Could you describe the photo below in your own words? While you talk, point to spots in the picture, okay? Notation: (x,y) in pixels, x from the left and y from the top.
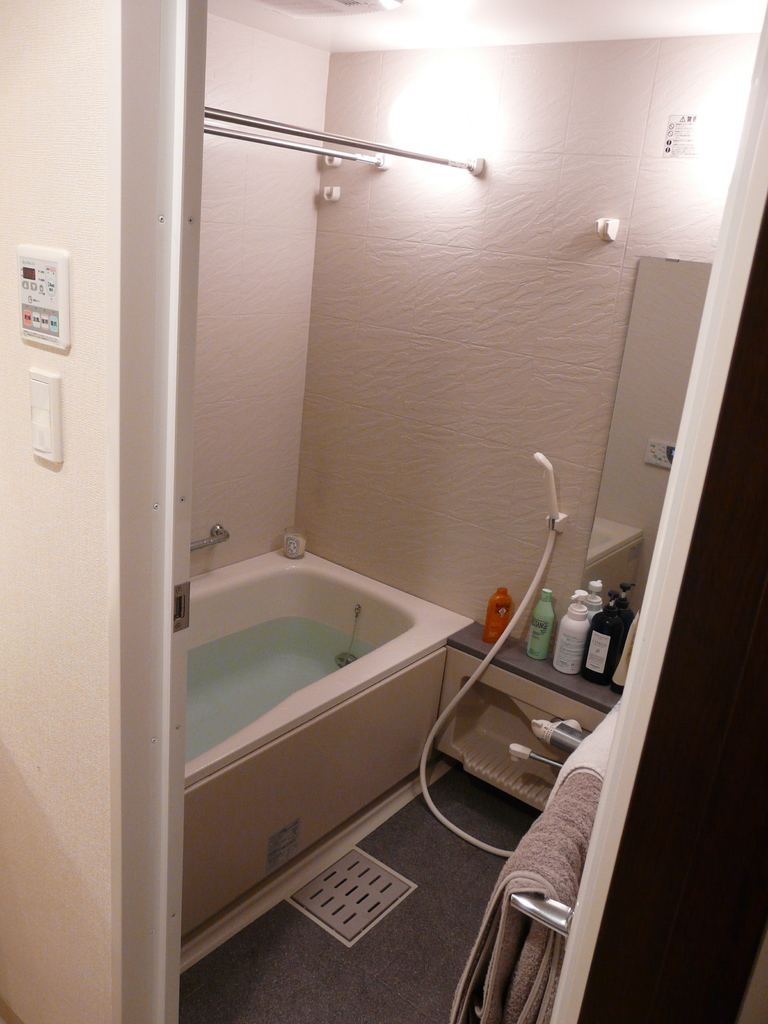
This is a picture of a washroom (404,653), in this picture in the center (414,621) there is a bath tub (339,633), pipe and some shampoo bottles (604,669), towels (580,787), mirror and some sticks (339,156) and lights (426,114). And on the right side (517,264) and left side (67,424) there is a wall (67,404), on the wall (71,444) there are some switch boards (43,325). At the bottom (399,884) there is floor (381,839).
